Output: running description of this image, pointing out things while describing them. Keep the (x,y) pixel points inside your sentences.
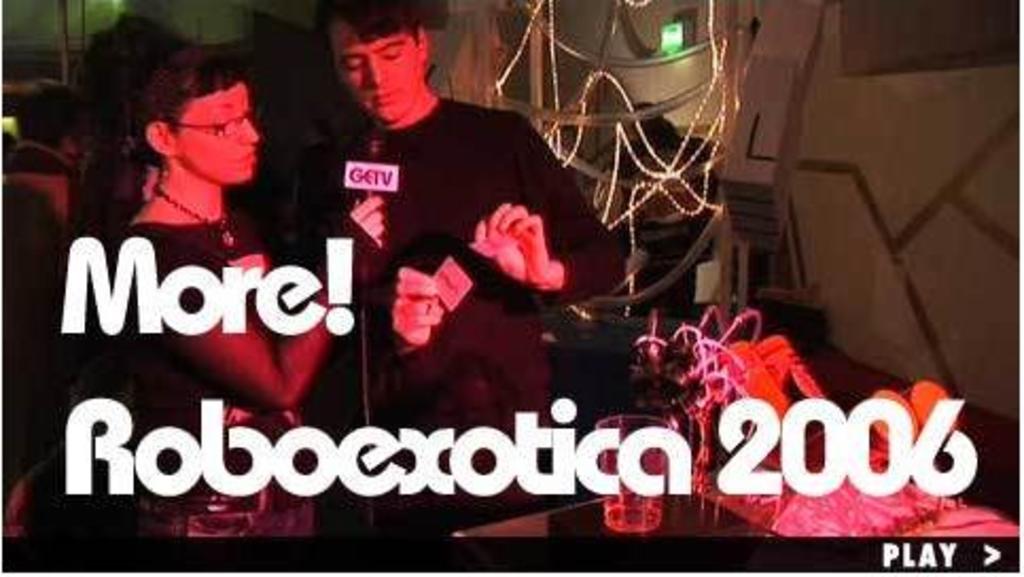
This is an edited image. In this image there are two persons (225,186) standing, one of them is holding mic (382,188) to the other person (434,204), beside them there are some objects (651,176) and there is a glass (650,508) on the table (670,511). In the foreground of the image (631,455) there is some text (426,442).
